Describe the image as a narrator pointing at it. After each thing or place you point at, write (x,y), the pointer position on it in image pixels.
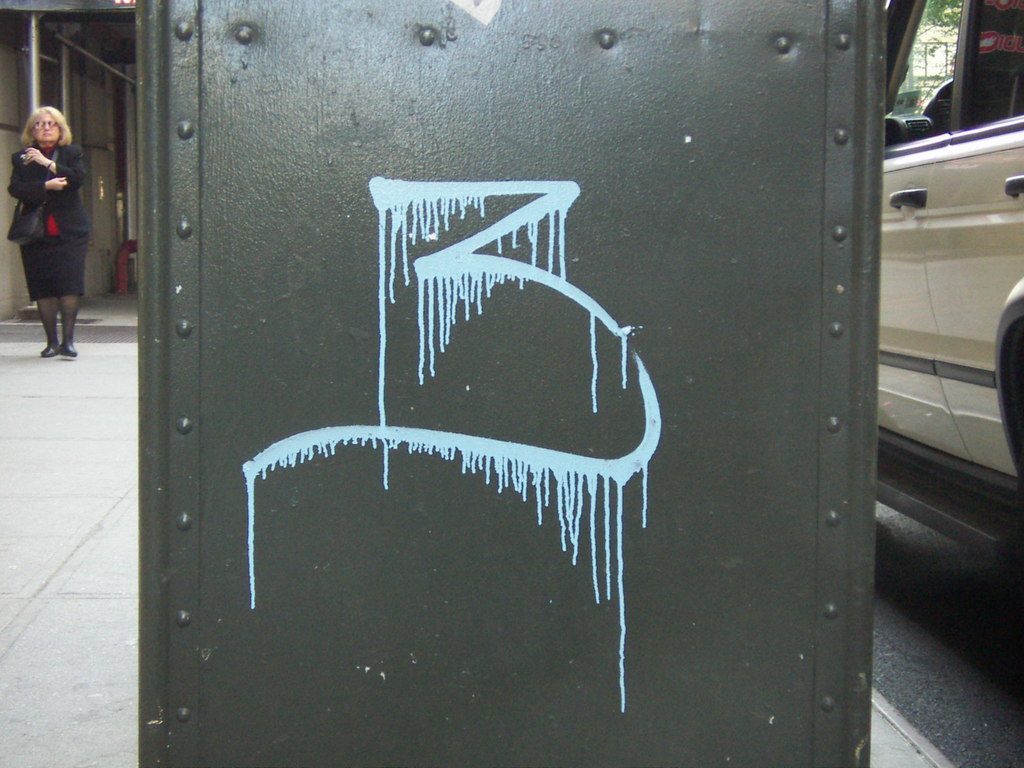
In the image in the center (618,335) we can see one board (630,256). On the left side of the image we can see one woman (80,253) standing. On the right side of the image (953,333) we can see one car (976,339) on the road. In the background (105,177) there is a wall (19,71), roof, poles (113,68) and few other objects (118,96).
